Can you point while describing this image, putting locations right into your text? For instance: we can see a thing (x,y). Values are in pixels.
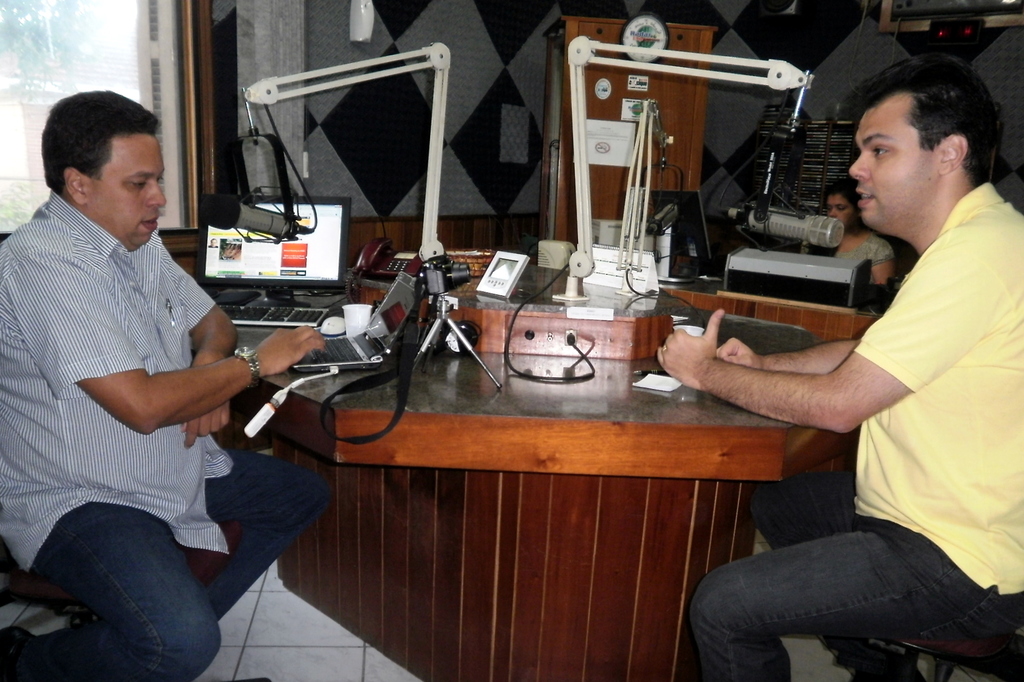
In this image in the middle (488,415) there is a table (499,448) on the table (498,424) there is laptop (389,320), mouse (344,328), cup (364,324) and some other items (351,388). On the right (916,329) there is a man (916,329) he wear yellow t shirt (935,347) and trouser (788,564). On the left (97,395) there is a man (81,348) he wear shirt (86,298), trouser (143,567) and watch (251,353). In the background (851,223) there is a woman (836,198), wall (825,113), mic (772,183) and window (116,72).
